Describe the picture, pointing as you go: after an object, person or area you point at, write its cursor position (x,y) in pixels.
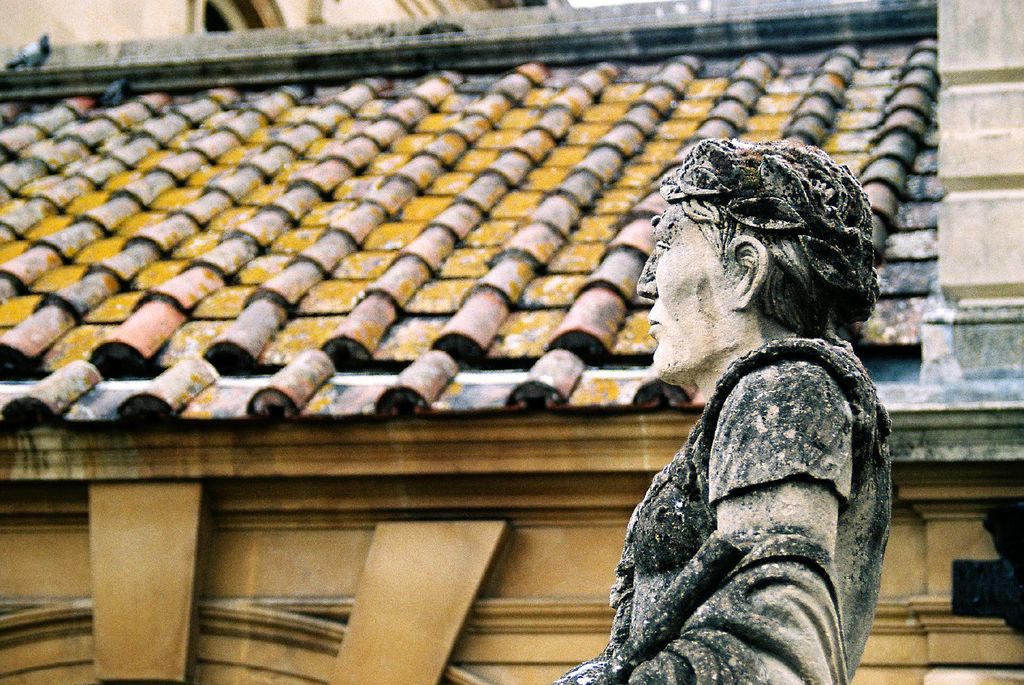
In this picture we can see a statue (711,412), buildings (230,42) and a pigeon (49,38) on a rooftop (363,161).
